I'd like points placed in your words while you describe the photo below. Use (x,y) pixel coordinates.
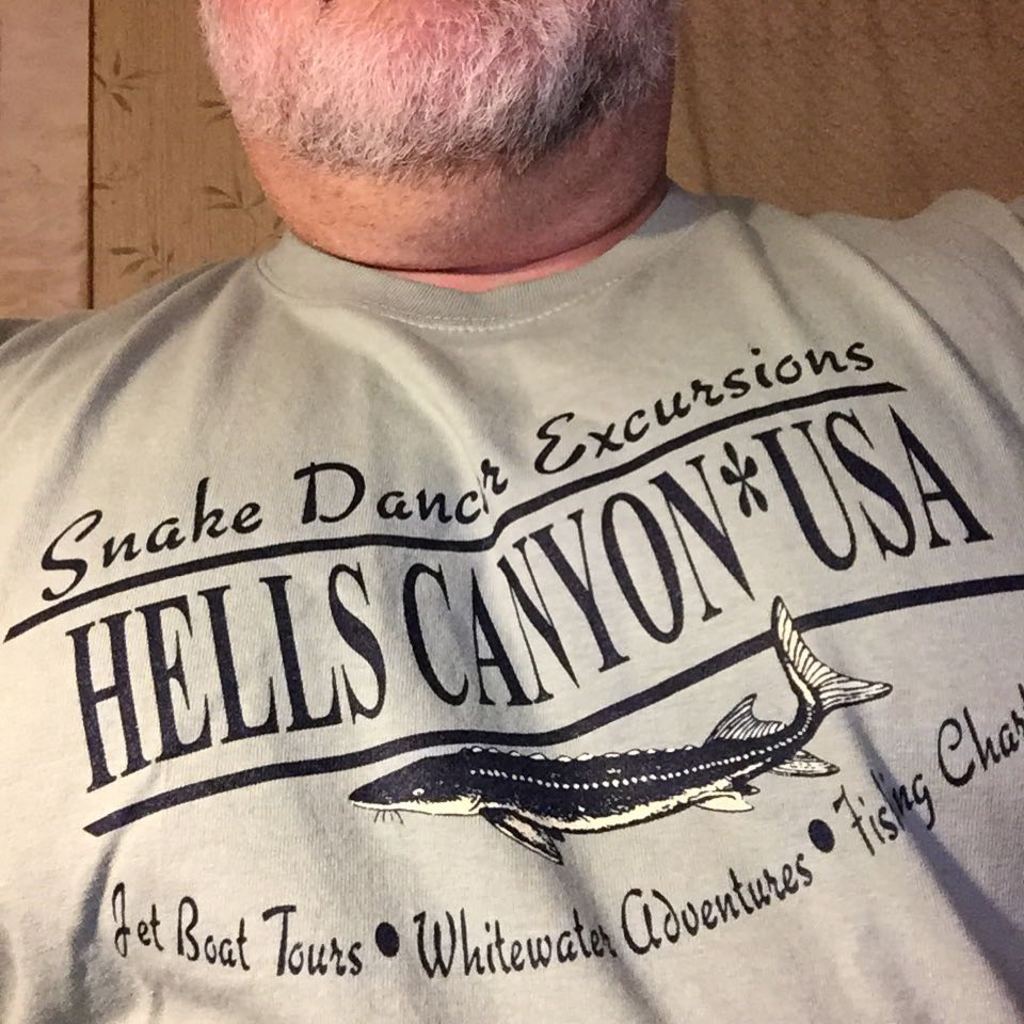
There is a person (917,511) in the center of the image (506,562), it seems like a curtain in the background area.
